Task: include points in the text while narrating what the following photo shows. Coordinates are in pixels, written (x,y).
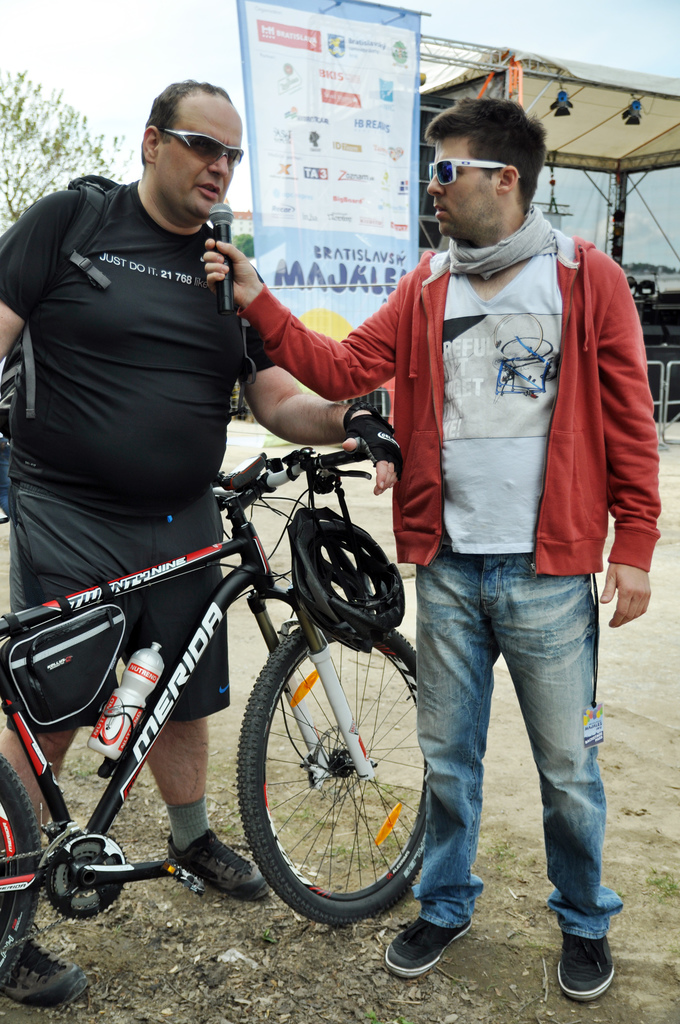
In this image I can see a person (493,631) wearing white, orange and blue colored dress (555,489) is standing and holding a microphone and another person (133,345) wearing black colored dress (142,341) is standing and holding a bicycle (272,664) which is black in color. In the background (244,97) I can see the banner (280,143), the railing (668,388), the ground (666,475), a tree (25,131), the stage (609,153), few lights (635,119) to the stage (588,104) and the sky (581,42).
